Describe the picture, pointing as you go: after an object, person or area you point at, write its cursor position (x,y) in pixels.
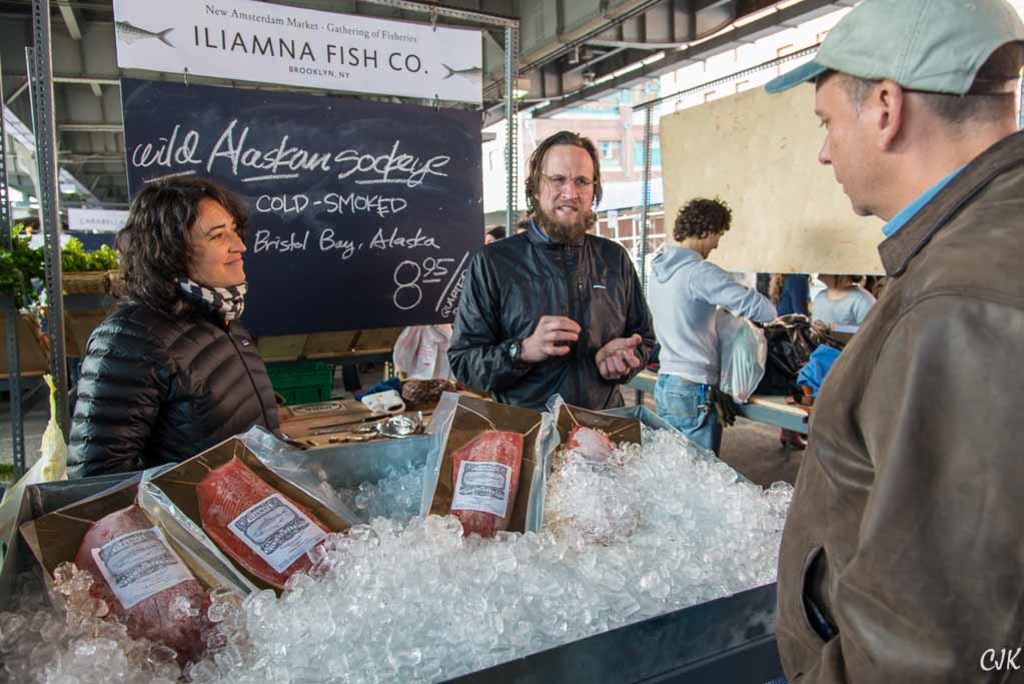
It is a fish market (528,290), inside the fish market (387,525) the fishes (453,508) are kept on the ice (662,538) and there is a woman (151,374) and man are standing in front of shopkeeper (558,340) and behind them on the board (308,140) the prices of the fish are mentioned and in the background (600,111) there is a building (640,98).
